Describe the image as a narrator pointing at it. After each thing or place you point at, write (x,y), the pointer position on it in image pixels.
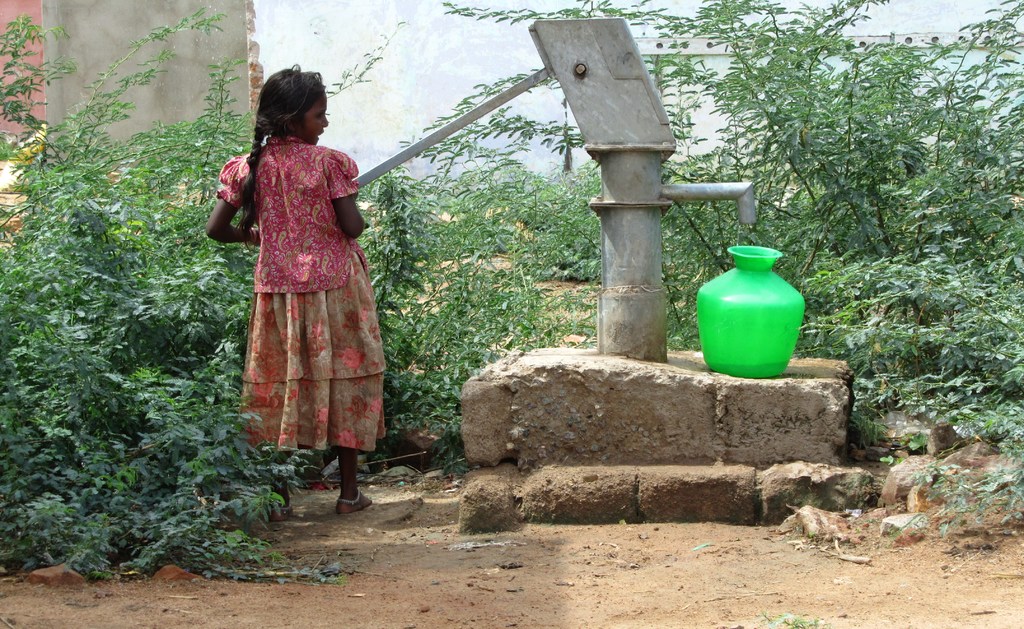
In the middle (650,281), we see a bore water pump (626,187) and a plastic vase (769,277) in green color. On the left side (292,213), we see a girl (304,233) is standing. On either side of the picture, we see the trees (836,219). There are trees (495,197) and the buildings (407,93) in the background (264,71).
